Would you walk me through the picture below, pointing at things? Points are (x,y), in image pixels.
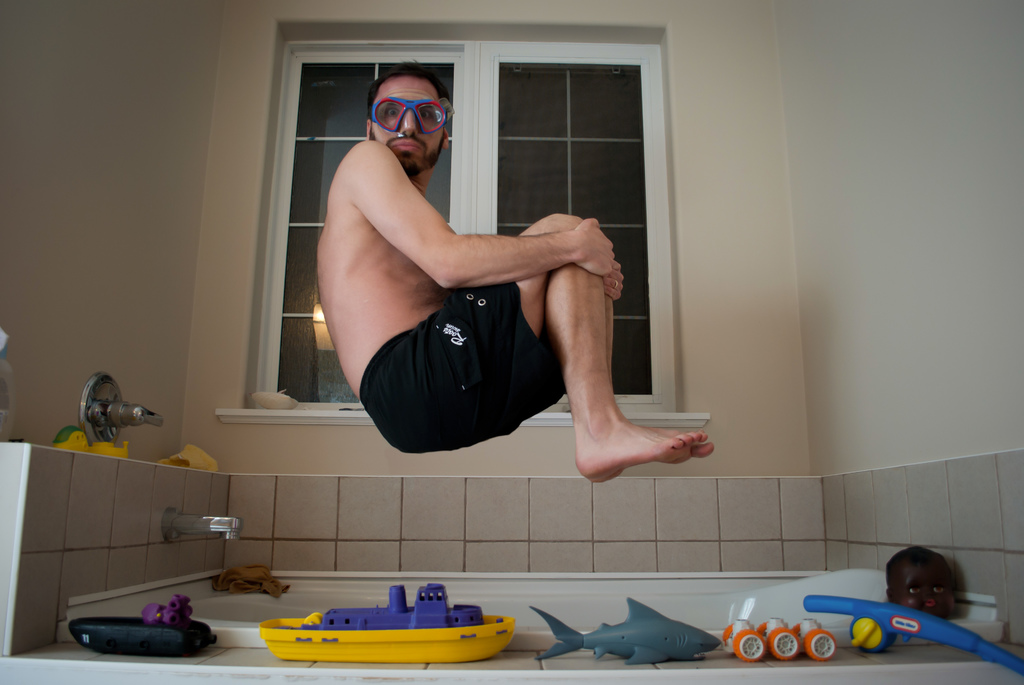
In this Image I can see a man (397,276), I can also see he is wearing goggles (402,118) and black colour shorts (437,402). Here I can see bathtub (241,642), water tap (186,520), number of toys (178,610) and in background (636,300) I can see window (279,332).
